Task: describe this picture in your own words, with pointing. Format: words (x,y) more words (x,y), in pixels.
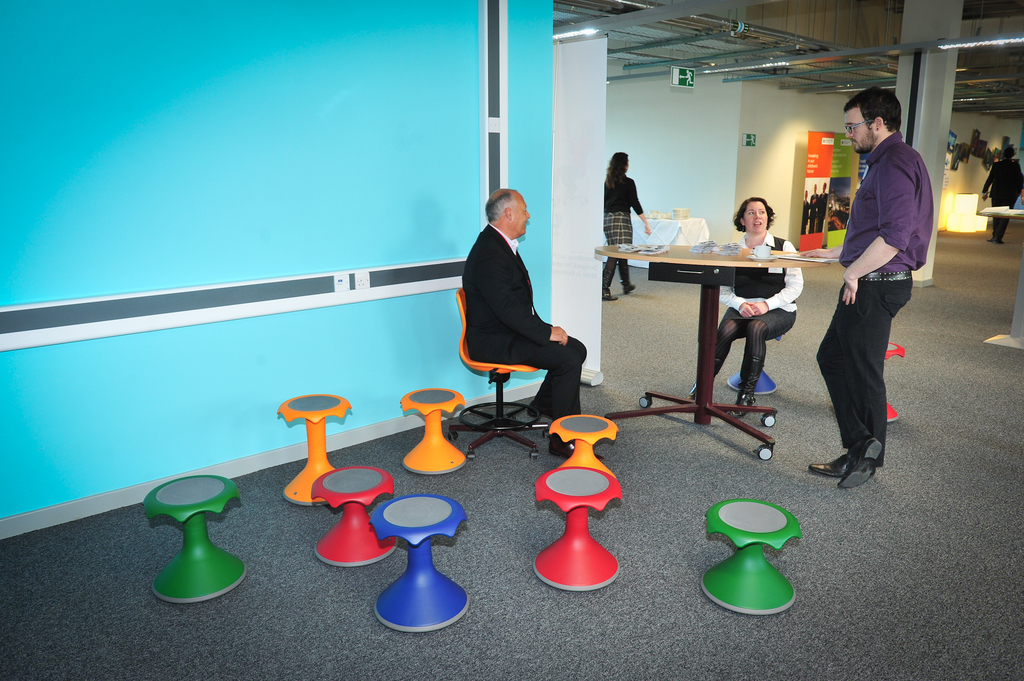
In this image there are two people (552,405) sitting on the chairs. There is a person (879,344) standing. Behind them there are two people (1007,204) walking. There are tables (667,238). On top of it there are some objects (793,255). There are banners (842,197), stools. In the background of the image (949,147) there are photo frames (949,147) on the wall (976,168). On top of the image (985,39) there are lights (1001,41), boards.
